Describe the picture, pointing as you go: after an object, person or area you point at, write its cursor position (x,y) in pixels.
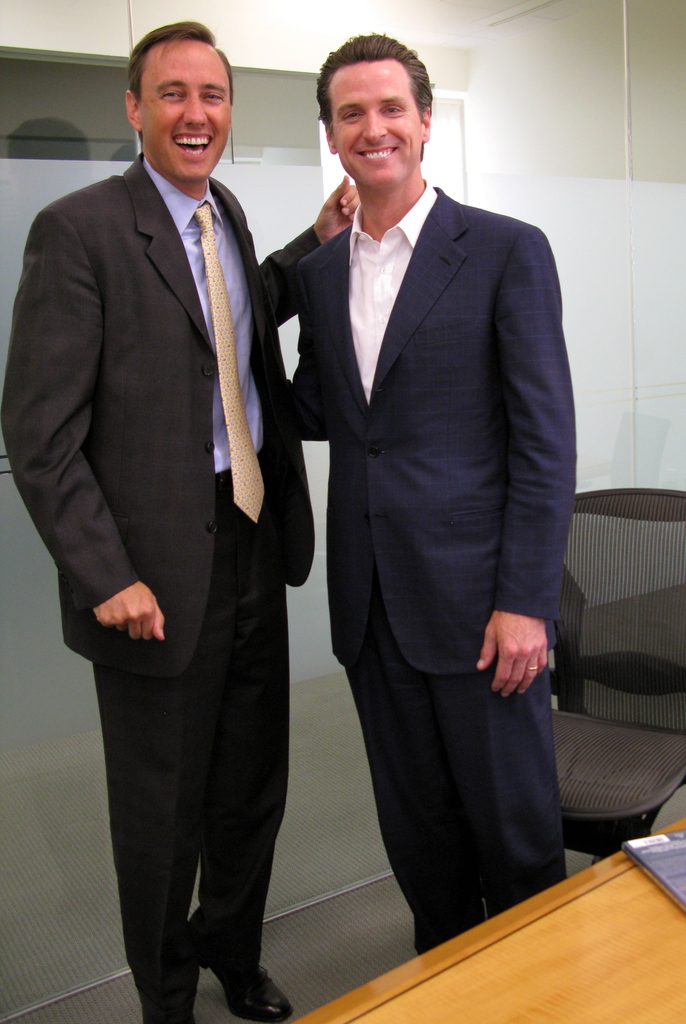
In the center of the image (410,631) there are two people (282,564) wearing suits (112,203). At the bottom of the image (438,1006) there is table (436,948). In the background of the image (54,866) there is glass wall (667,210). To the right side of the image (586,560) there is a chair (577,739).
